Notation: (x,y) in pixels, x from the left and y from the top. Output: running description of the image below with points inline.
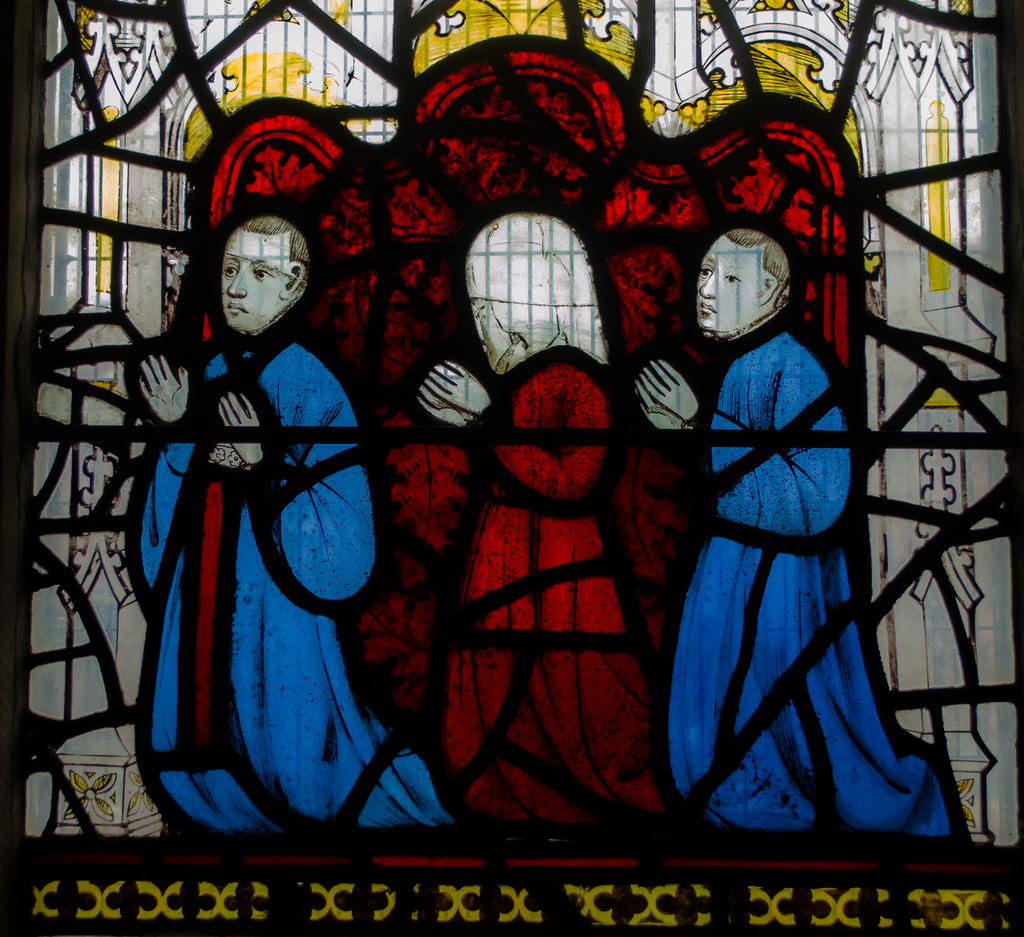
In this image we can see a stained glass (357,325) with some pictures (217,482) on it.
